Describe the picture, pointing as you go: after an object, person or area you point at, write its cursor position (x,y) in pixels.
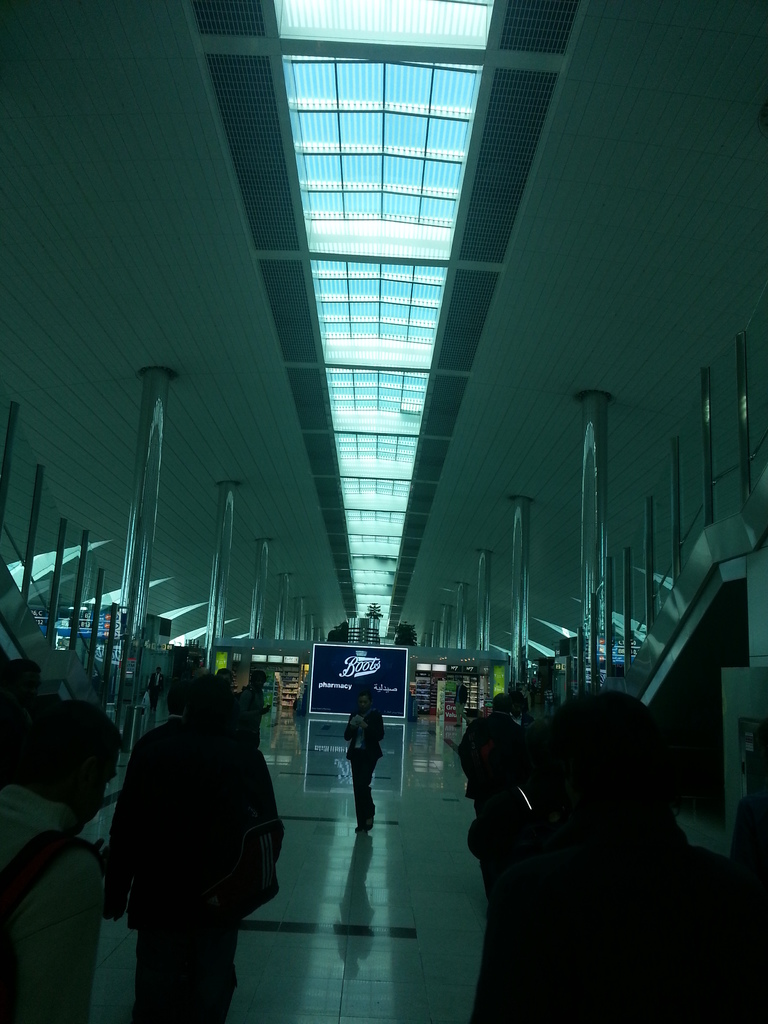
In this image, there are a few people (378,725). We can see the ground (386,852). We can see some shelves (423,706) with objects (418,683). There are a few pillars (209,621) and boards (341,686) with text (341,686). We can also see the shed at the top (547,232). We can see the railing (10,615) on the left (80,698) and right.
